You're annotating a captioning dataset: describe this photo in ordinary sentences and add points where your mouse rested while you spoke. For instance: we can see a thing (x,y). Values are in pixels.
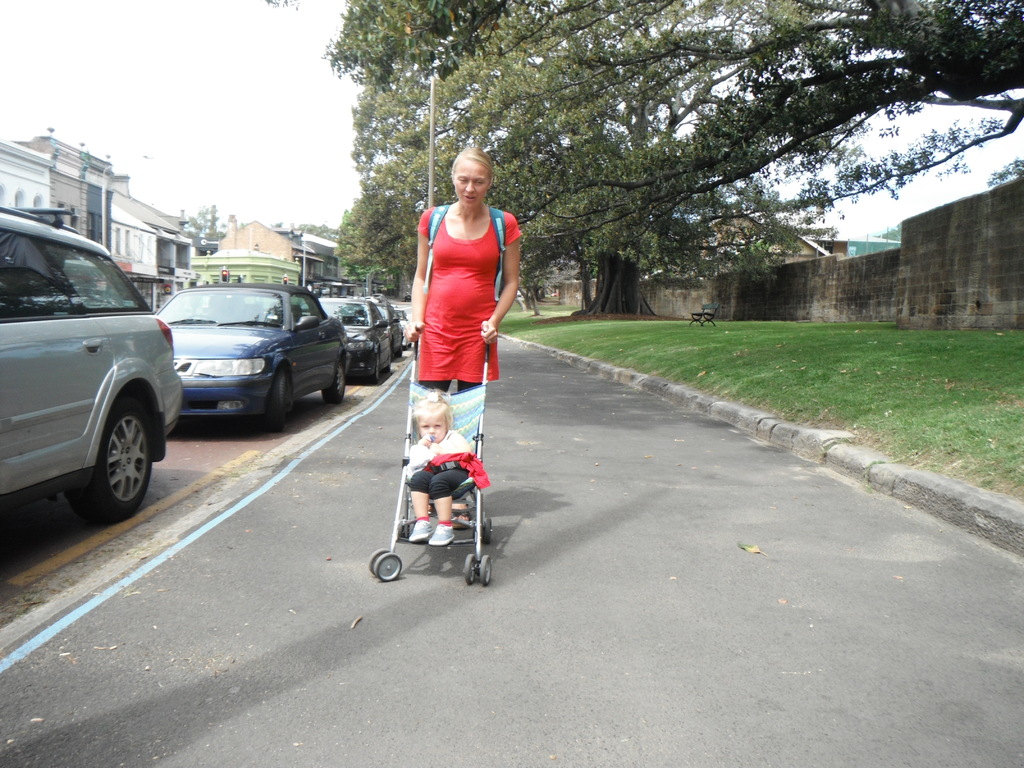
In this image we can see a lady (434,347) wearing a bag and holding a trolley (453,419). There is a girl (419,490) in the trolley (404,476). In the background of the image (540,216) there are trees (378,209), buildings (271,267). To the left side of the image (263,300) there are cars (237,336). At the bottom of the image (466,668) there is road (368,699). To the right side of the image (821,395) there is grass (830,385). There is a bench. There is a wall (900,296).
